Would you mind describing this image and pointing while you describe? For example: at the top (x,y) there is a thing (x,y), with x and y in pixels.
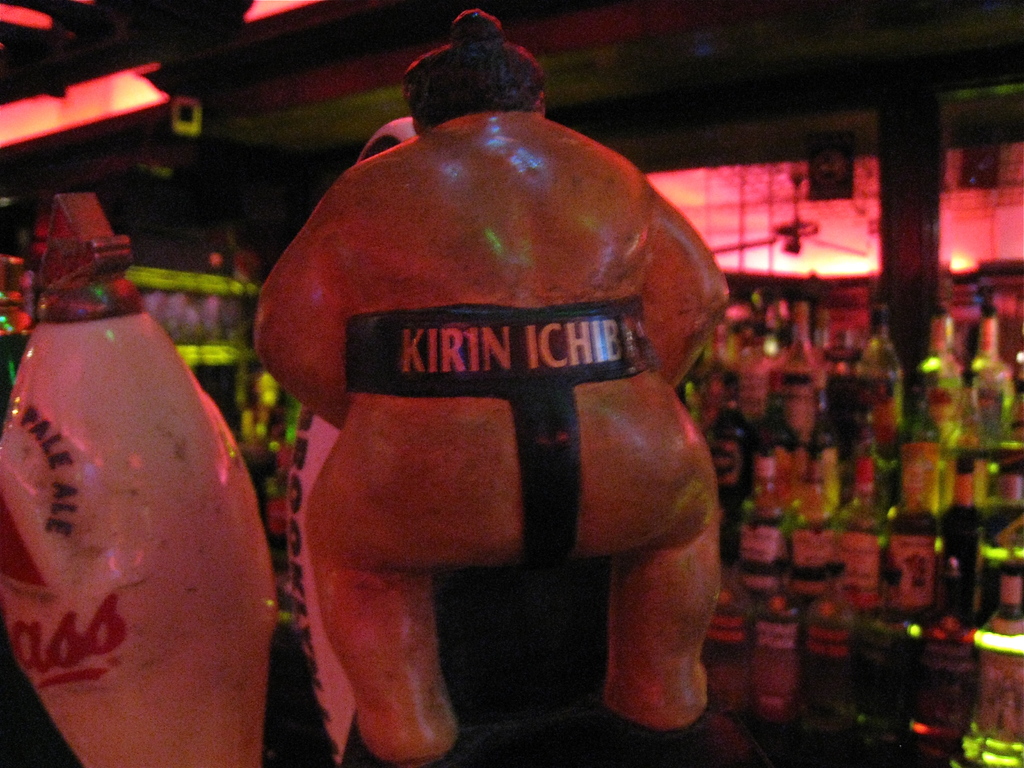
In the center of the image (437,357) there is a toy (323,485). In the background (882,392) we can see beverage bottles (250,410) arranged in shelves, pillar (914,160) and wall (282,153).
